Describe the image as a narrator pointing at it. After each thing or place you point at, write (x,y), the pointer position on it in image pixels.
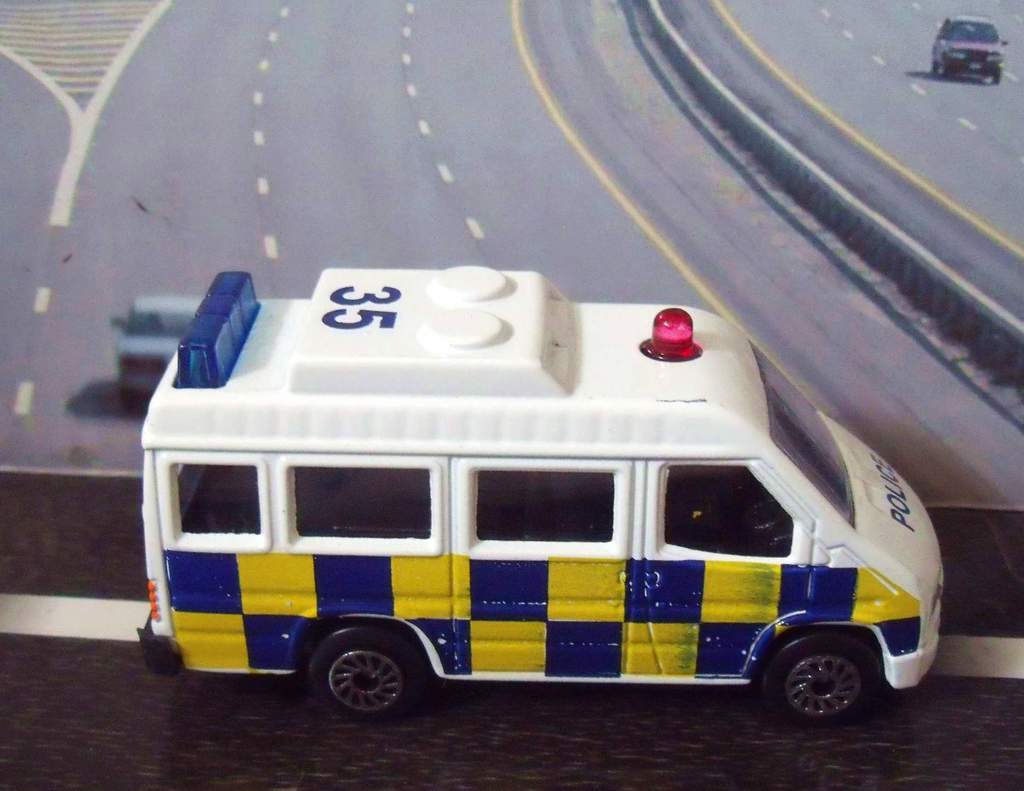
In this image we can see a toy (700,539) placed on the surface (224,755). In the background (1016,300), we can see a picture (1005,61) in which we can see some vehicles (163,320) parked on the ground (672,182) and a crash barrier (831,222).
